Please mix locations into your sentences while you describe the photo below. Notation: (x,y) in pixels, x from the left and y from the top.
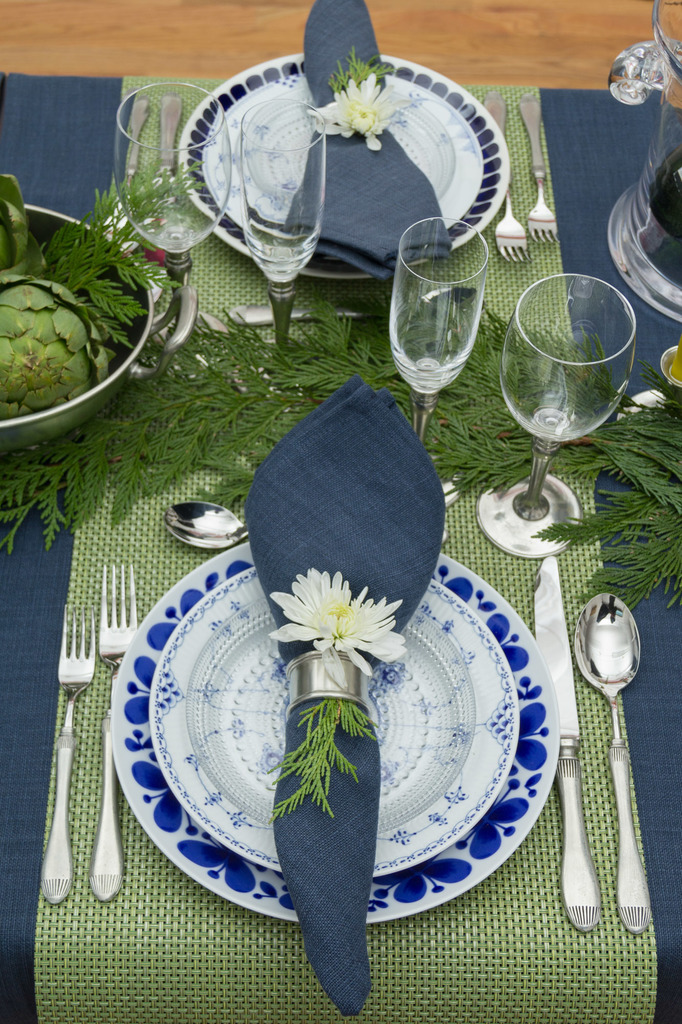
In the image there is a plate (407,655) with forks (112,703) and spoons (608,649) on either side of it on a table (110,499), in front of it there is a bowl (38,220) with fruits (25,407) and leaves (650,493) and another plate (369,181) with a cloth (353,232), flower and many glasses (281,163) in front of it.
